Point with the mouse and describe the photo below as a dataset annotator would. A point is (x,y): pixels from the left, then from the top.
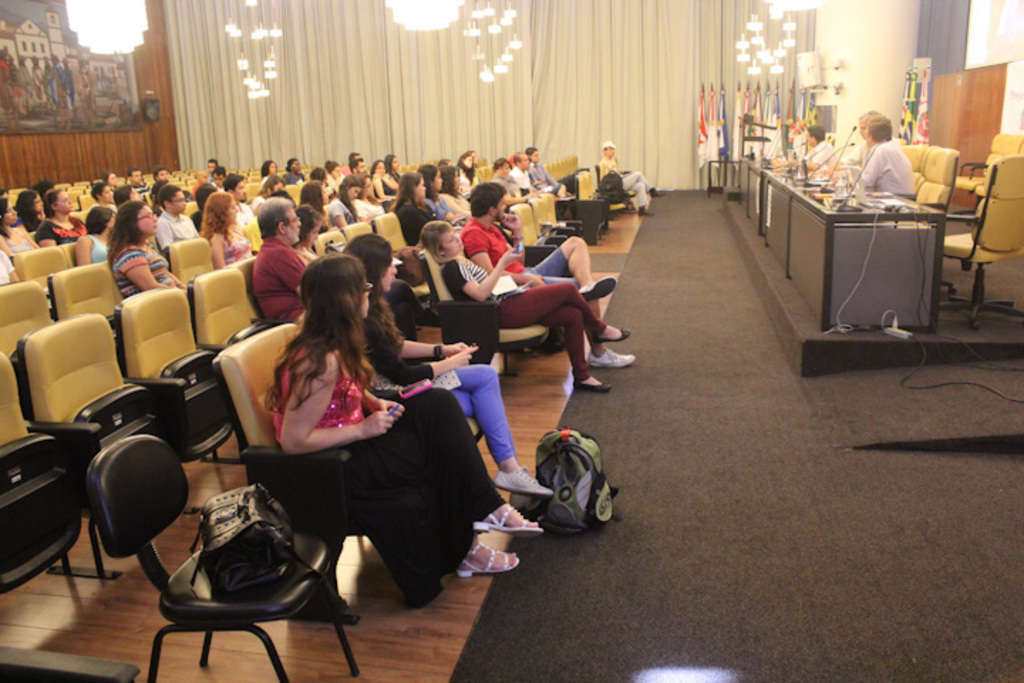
In this picture, we see many people (451,465) sitting on chair (198,269). This might be a conference hall (423,325). On the right corner of the image (856,167), we see men (885,165) sitting on the chairs (920,202). In front of them, there is a table (815,185) on which we see microphone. Behind them, we see a podium (959,111). On background (756,97), there are many flags (715,136). Beside that, we see a white curtain (606,84). On the left (82,52) top of the image (54,28), we see a photo frame (54,86) on the wall (20,137).
